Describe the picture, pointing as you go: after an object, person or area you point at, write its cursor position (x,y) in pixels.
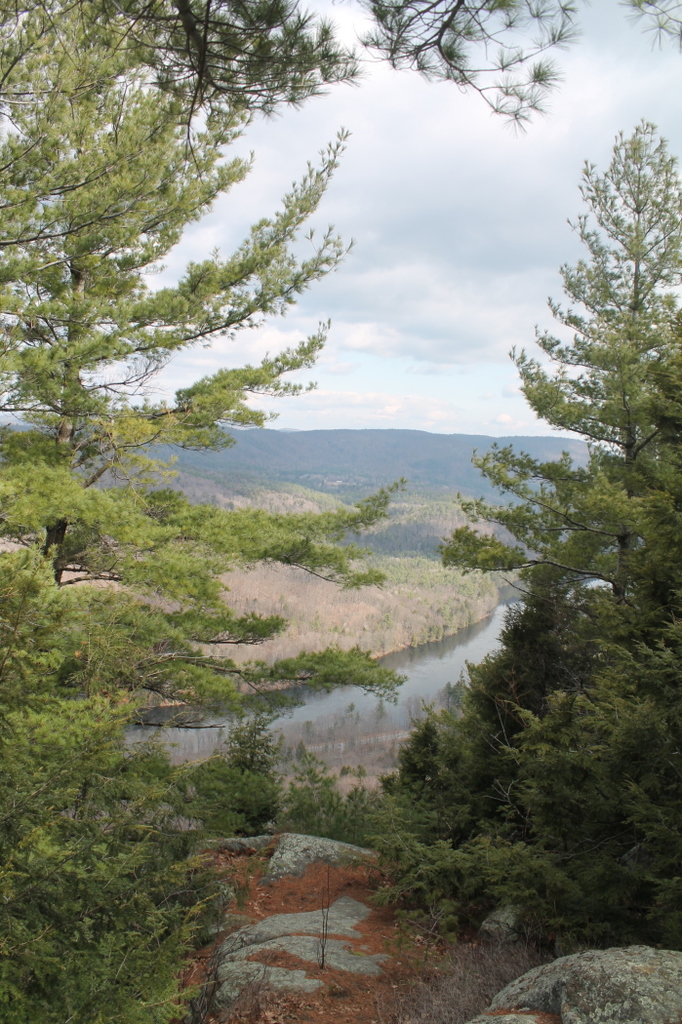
In this picture I can observe some trees (594,270). There is a lake (414,685) in the middle of the picture (397,668). In the background (385,448) there are hills (346,448) and clouds (410,273) in the sky (387,354).
